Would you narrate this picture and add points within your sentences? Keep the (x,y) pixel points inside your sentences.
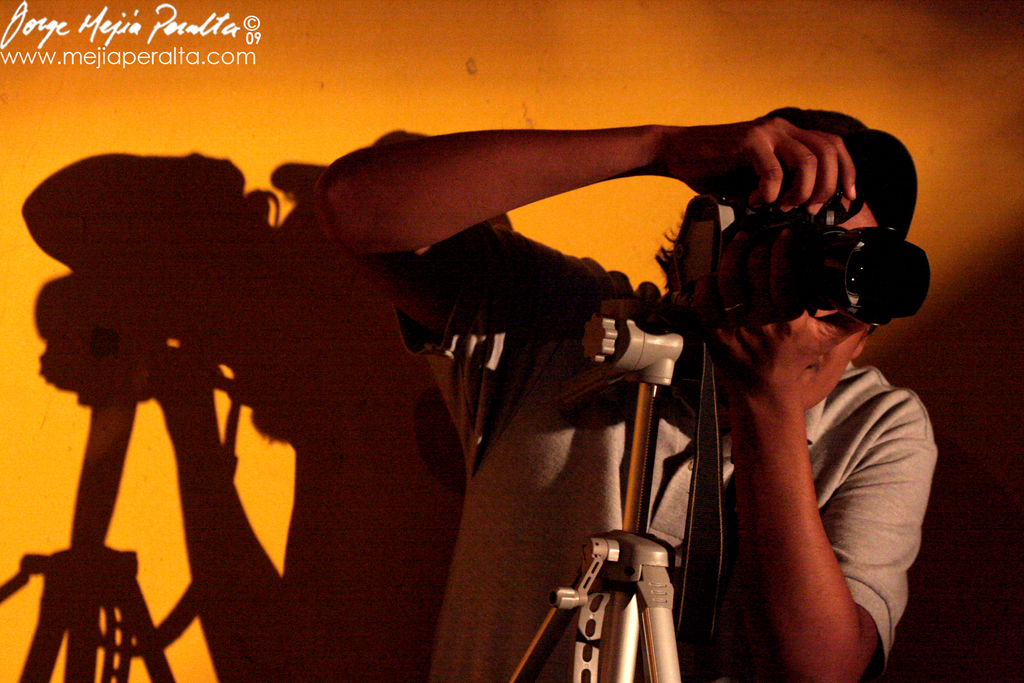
In this image we can see a person (600,462) holding camera (808,276) in his hands (781,273). In addition to this we can see the tripod (642,531) and walls (396,412).
